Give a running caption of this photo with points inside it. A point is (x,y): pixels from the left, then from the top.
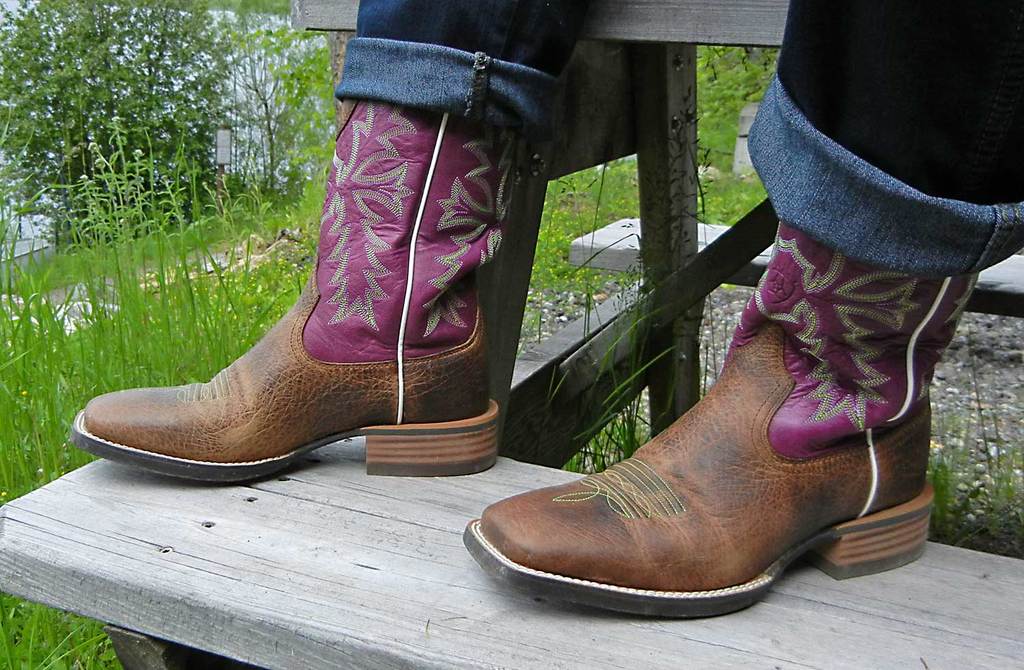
In this image in the center (428,245) there is one person's legs (923,314) are visible, and he is on a wooden stairs (466,559). In the background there are some plants (702,93) and grass (621,211).
